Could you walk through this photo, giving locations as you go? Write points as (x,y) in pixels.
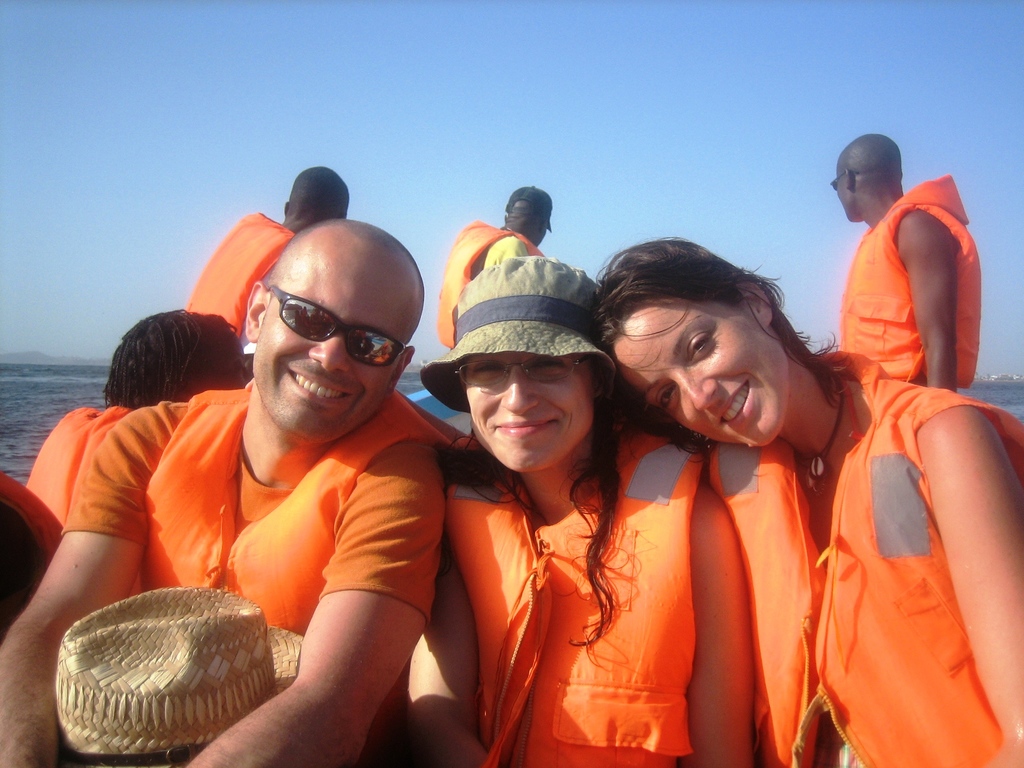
In the image there is a man (340,368) and two women (650,414) in orange life jacket (856,590) sitting in the front (331,528) and smiling and behind them there are few persons (974,283) sitting in the boat (419,398) and over the back it seems to be ocean (51,395) on the left side (46,413) and above its sky (474,78).
